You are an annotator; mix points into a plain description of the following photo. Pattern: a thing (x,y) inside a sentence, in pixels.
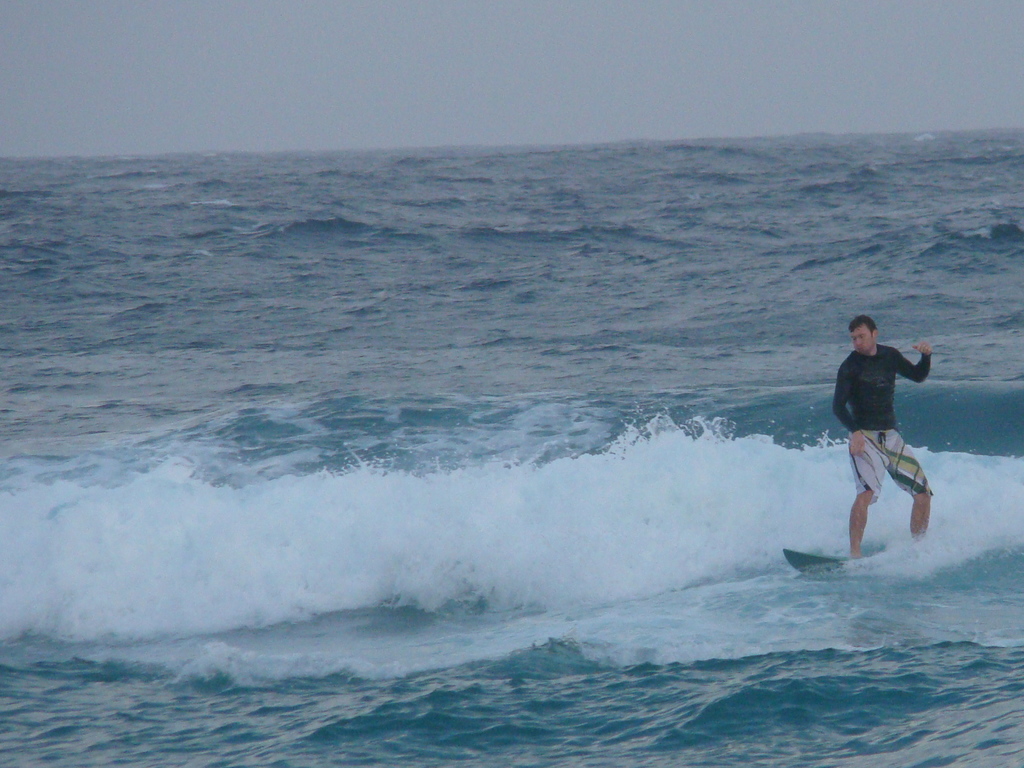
In this image we can see a man (864,400) is surfing on the surface of the sea (401,570). At the top of the image (412,67), we can see the sky (346,107).
